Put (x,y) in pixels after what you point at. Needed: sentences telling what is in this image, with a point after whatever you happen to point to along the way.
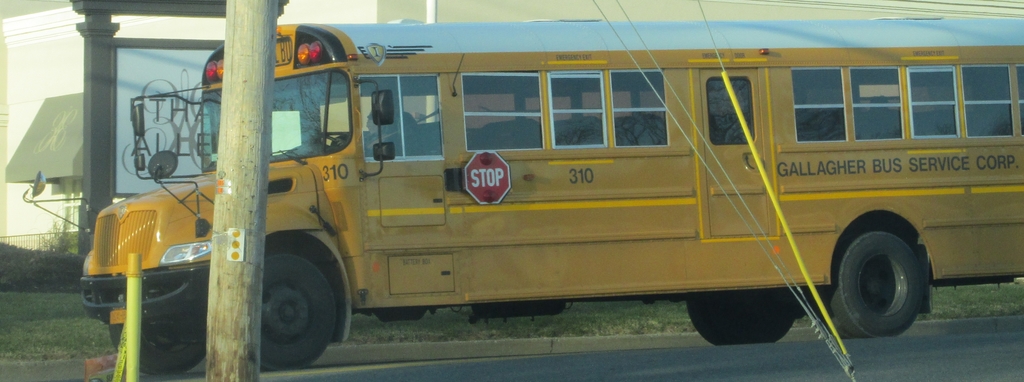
In the picture we can see a bus (408,260) on the road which is yellow in color and on the bus (414,249) it is written as GALLAGHER BUS SERVICE CORP and in the front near the bus (417,229) we can see a two pillars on the road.
